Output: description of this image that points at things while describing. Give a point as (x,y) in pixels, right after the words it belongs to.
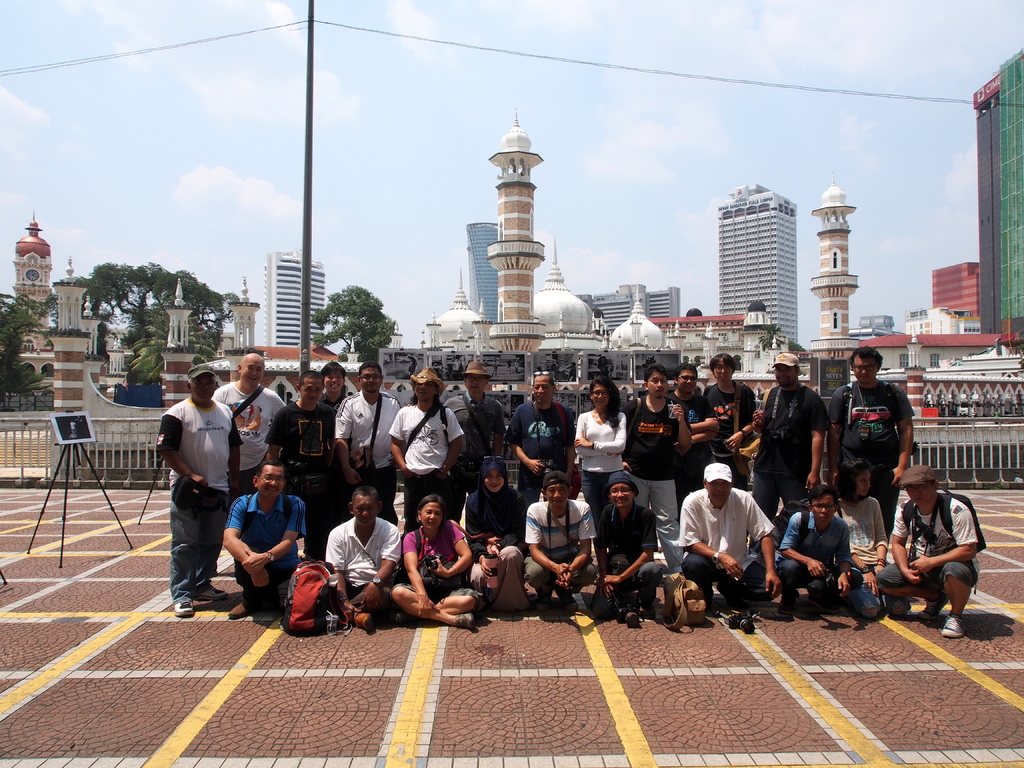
In this image we can see a group of people (588,508), among them some are sitting and standing, in these some are carrying bags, in the background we can see few buildings (978,334) and trees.
